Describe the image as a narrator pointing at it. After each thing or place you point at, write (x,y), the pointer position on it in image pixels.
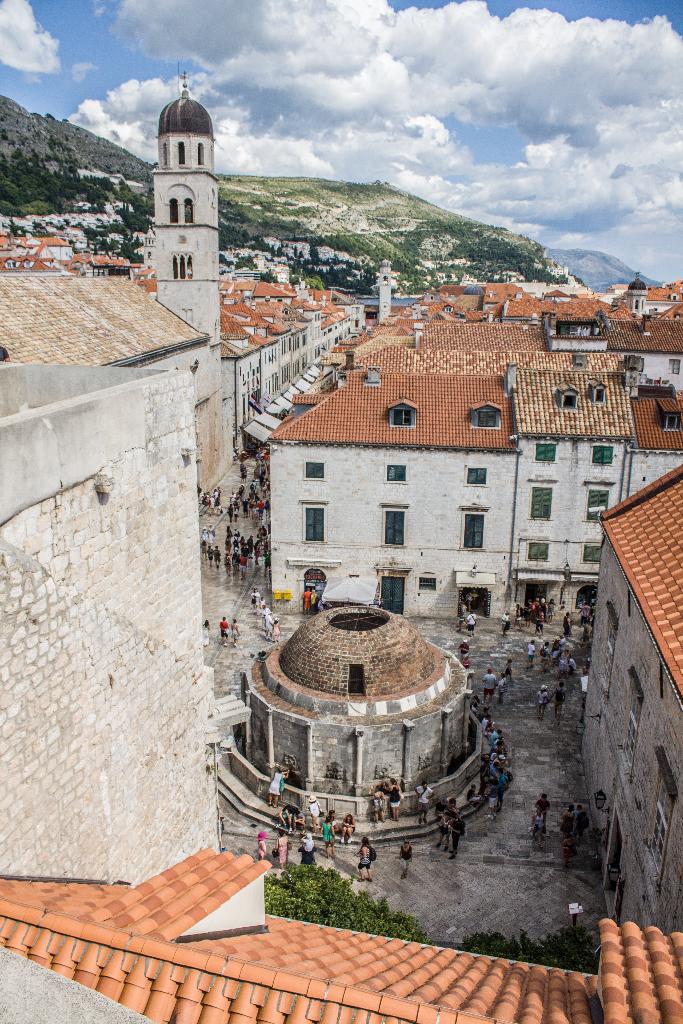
This picture is clicked outside. In the center (441,362) we can see there are many number of houses (367,329) and we can see the group of persons (497,802). In the background (138,31) there is a sky (184,48) which is full of clouds (543,121) and we can see the hills (353,201) and some other objects (237,275).
